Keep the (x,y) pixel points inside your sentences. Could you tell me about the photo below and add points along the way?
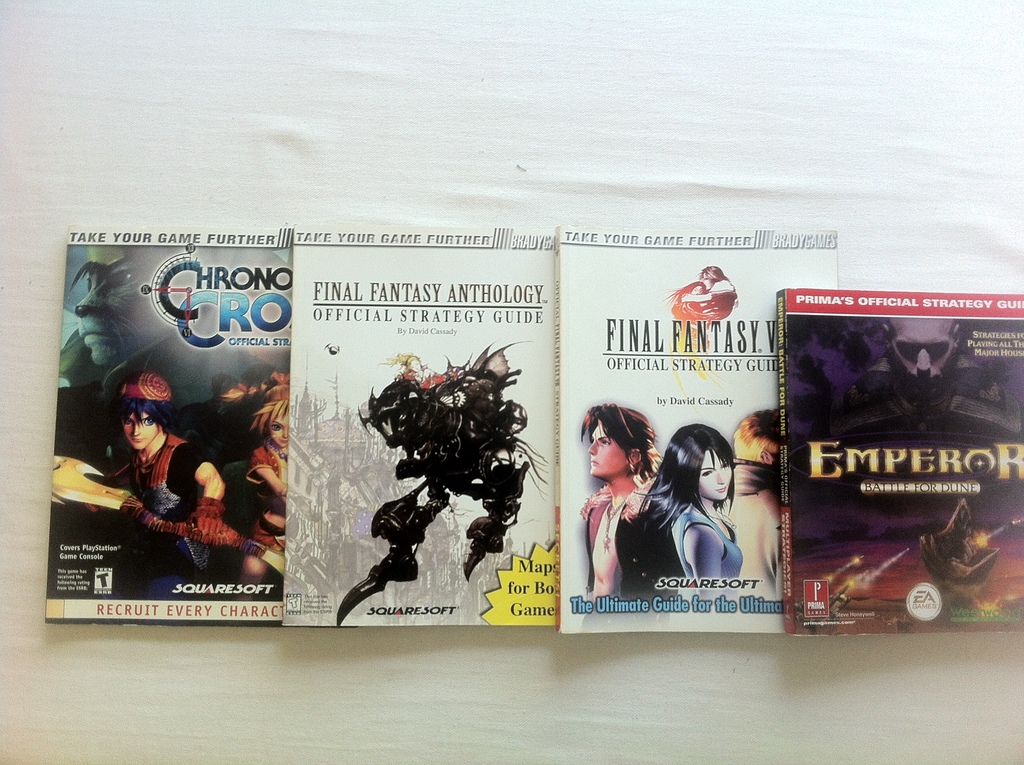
This picture consists of books (396,311) and on top of books (212,419) I can see text (379,318) and cartoon image (227,481) and books (853,373) might be kept on white color table (674,143).
